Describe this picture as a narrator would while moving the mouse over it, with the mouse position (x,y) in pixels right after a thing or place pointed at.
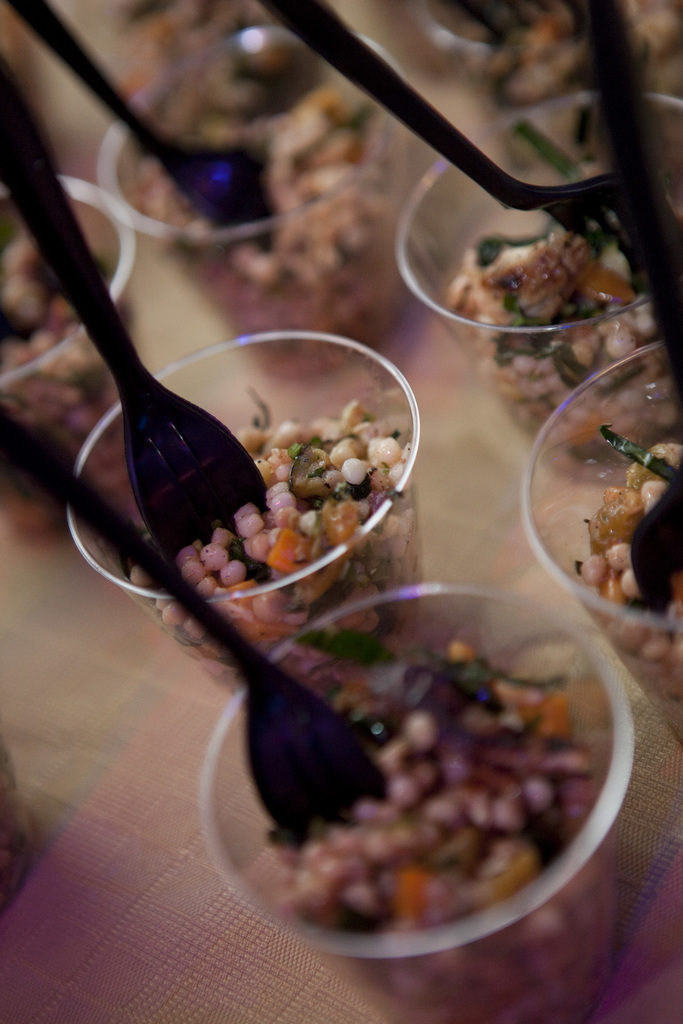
In this picture, we see the glasses (417,622) containing food (318,589) or eatables (342,707) and spoons (202,530) are placed on the table (252,947). In the background (257,14), it is blurred.
